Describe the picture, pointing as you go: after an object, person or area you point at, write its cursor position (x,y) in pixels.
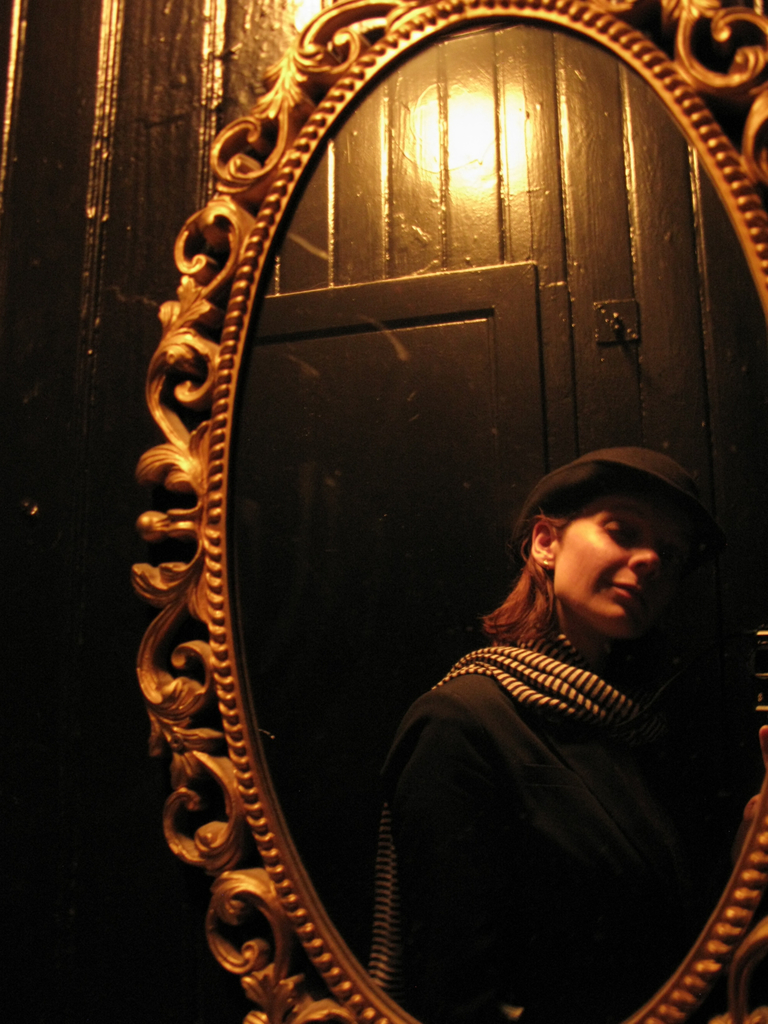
A woman (611,686) is wearing hat (668,495), this is mirror (448,626), this is door (371,506).
